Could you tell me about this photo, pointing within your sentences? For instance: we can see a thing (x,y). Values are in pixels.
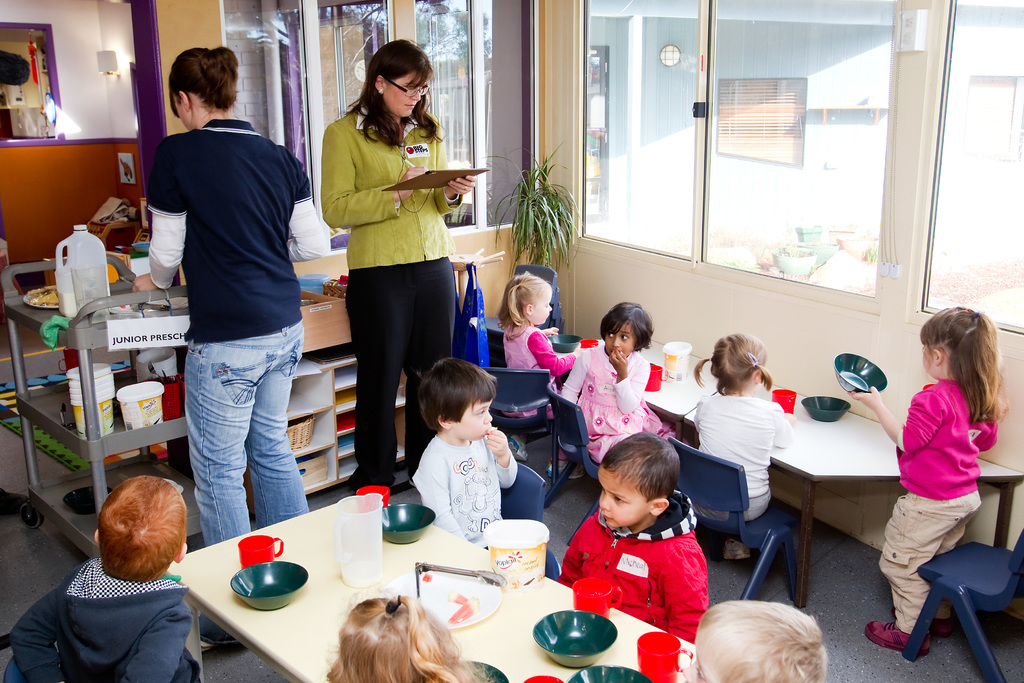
Here we can see a few children (455,364) eating a food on this bowl (569,682). There is a woman (437,148) standing and she is writing something in paper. There is a woman (298,284) standing on the left side (269,511).
